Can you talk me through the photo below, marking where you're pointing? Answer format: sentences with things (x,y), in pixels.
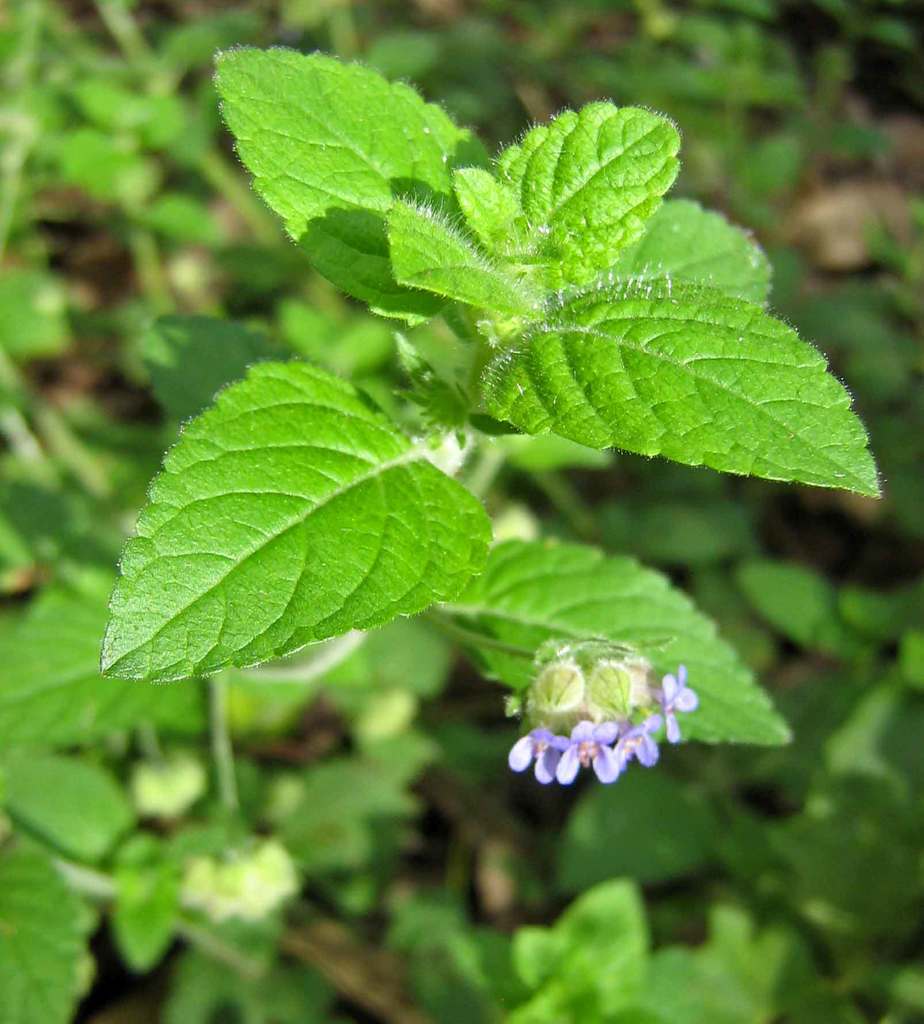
There is a plant (233,587) having green color leaves (406,584) and blue color flowers (654,728). And the background (858,343) is blurred.
